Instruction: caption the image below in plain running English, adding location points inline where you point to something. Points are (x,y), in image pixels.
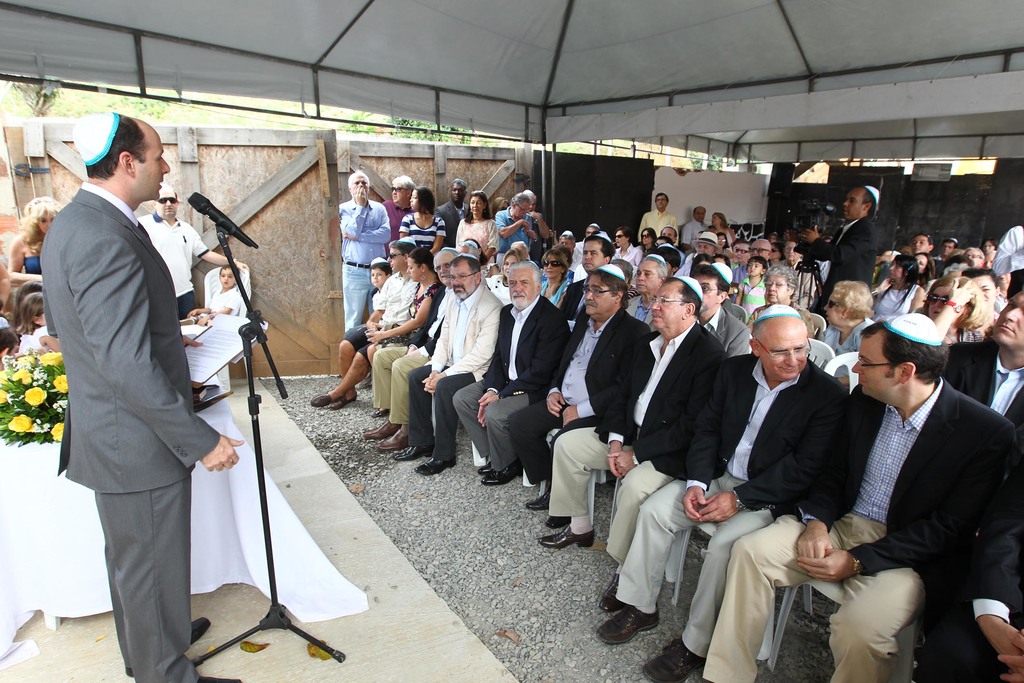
In this image, on the left side (132,267), we can see a man (116,249) standing in front of a microphone (215,211) and holding a book (234,359) in his hand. On the left side (37,450), we can also see a table (82,523), on that table (26,457), we can see a cloth (248,483), plant (56,429) with some flowers (40,356), a group of people (41,246), few kids (40,341). On the right side (729,241), we can see a group of people (790,272) sitting on the chair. On the right side (871,216), we can also see a man (869,232) standing and holding a camera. In the background (455,202), we can see a group of people (424,201), wood door (530,172) which is closed. At the top (544,49), we can see a tent (559,49). In the background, we can also see some trees (435,139). At the bottom (448,545), we can see a stage (411,611) and a land (470,567) with some stones (438,508).
